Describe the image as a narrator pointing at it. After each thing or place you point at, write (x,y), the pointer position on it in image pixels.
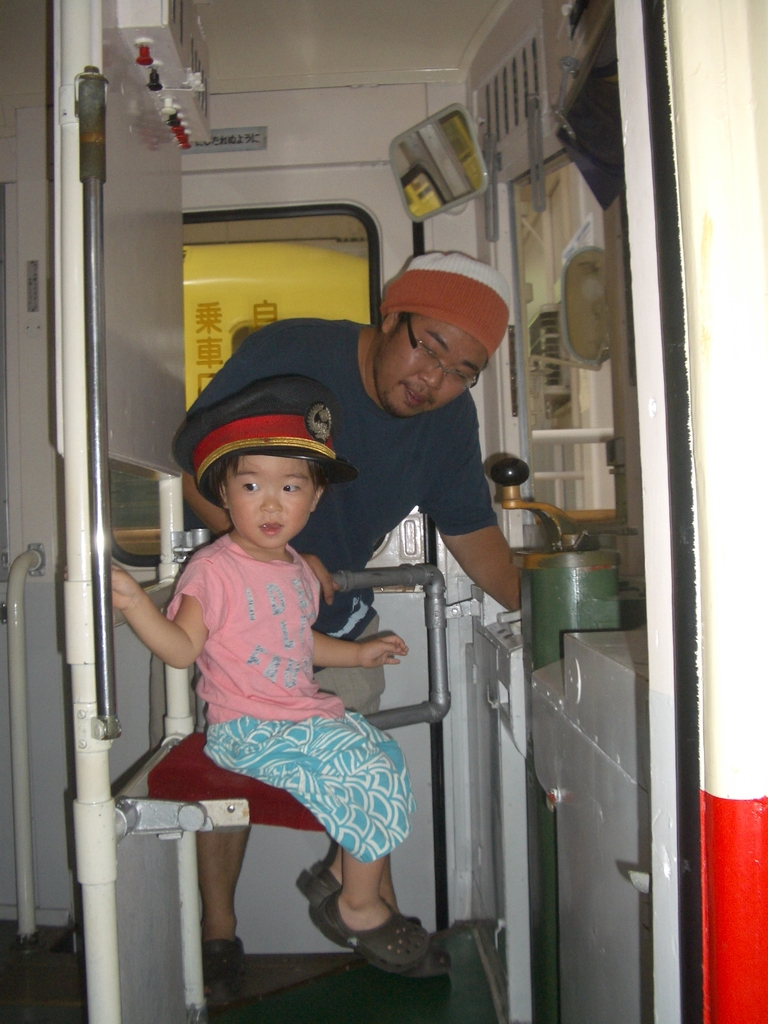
In this picture there is a kid (268,680) and a man (332,353). The kid (265,640) is sitting on a seat (211,788). On the left (104,599) there are handles (60,220), buttons (149,77) and other objects (88,926). On the right (605,755) there are iron objects (556,583). In the background (294,253) it is door (294,253).
